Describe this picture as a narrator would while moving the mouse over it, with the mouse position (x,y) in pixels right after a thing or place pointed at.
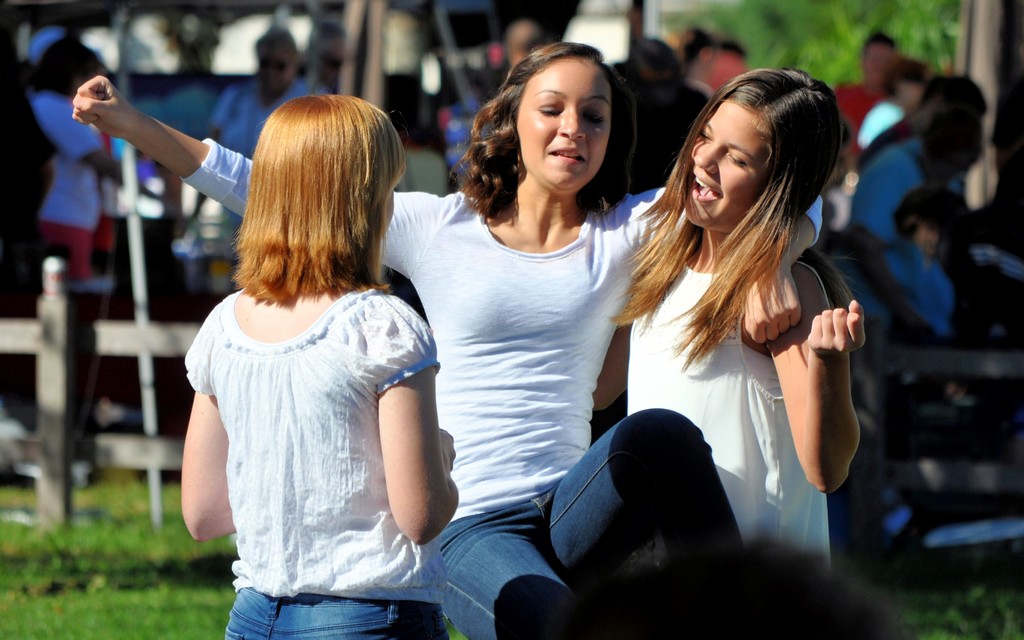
In this image we can see three girls (507,394). We can also see some grass (172,512), a group of people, pole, tree (816,63) and a wooden fence (119,443).
